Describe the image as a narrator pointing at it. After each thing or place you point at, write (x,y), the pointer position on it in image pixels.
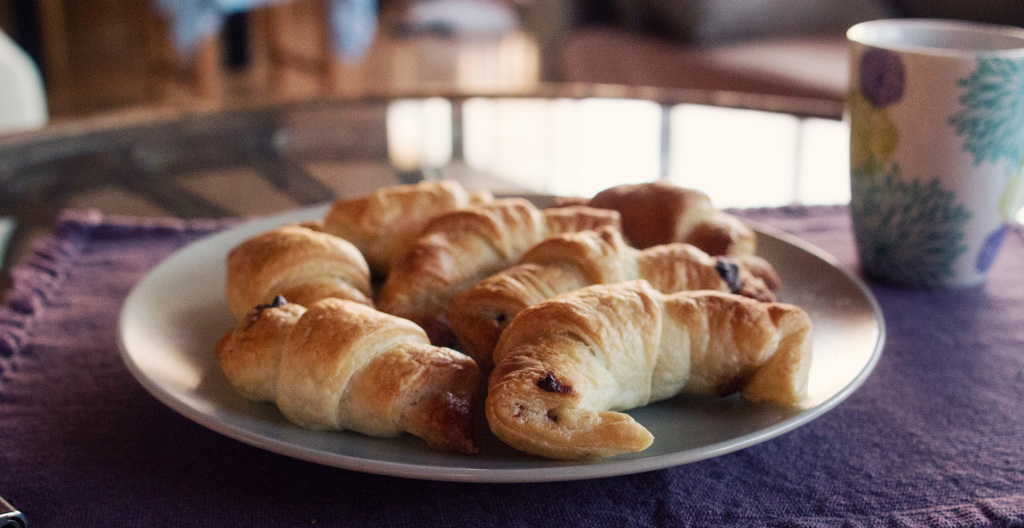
In this image I can see a plate (294,431), a glass (886,270), a purple colour cloth (994,400) and cream colour food (448,286) over here. I can also see this image is little bit blurry from background (681,37).
